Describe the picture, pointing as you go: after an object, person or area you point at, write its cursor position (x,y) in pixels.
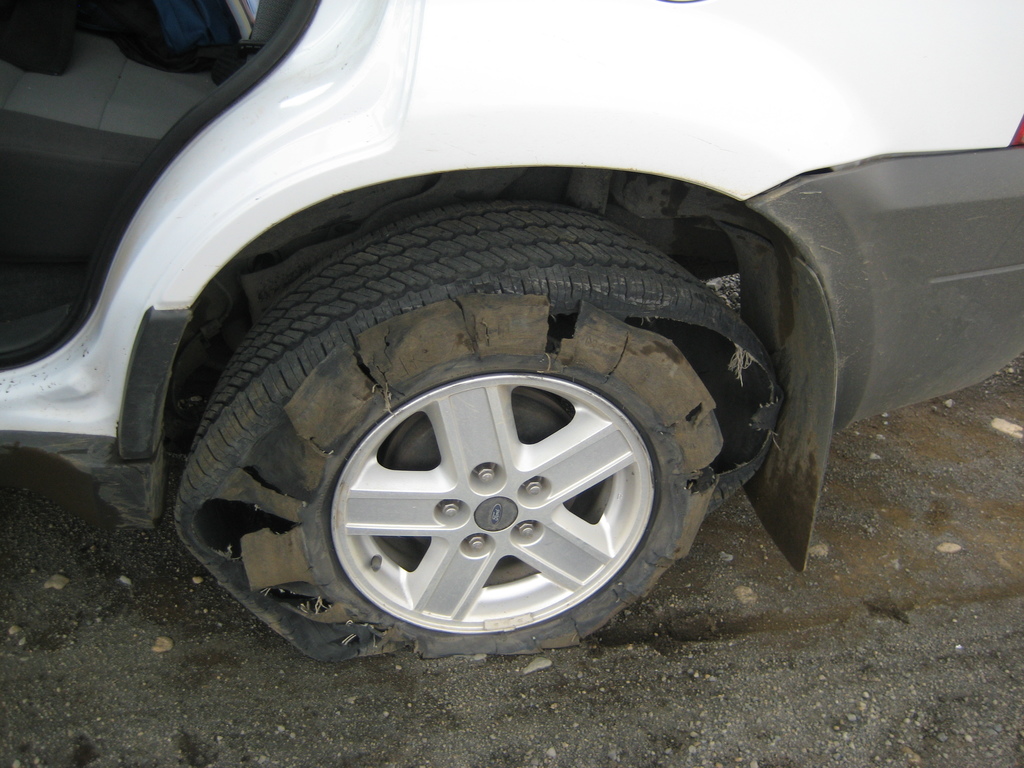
In the picture we can see a car (474,288) with punctured tire (615,278) on the path (428,745) and the car (717,108) is white in color.
